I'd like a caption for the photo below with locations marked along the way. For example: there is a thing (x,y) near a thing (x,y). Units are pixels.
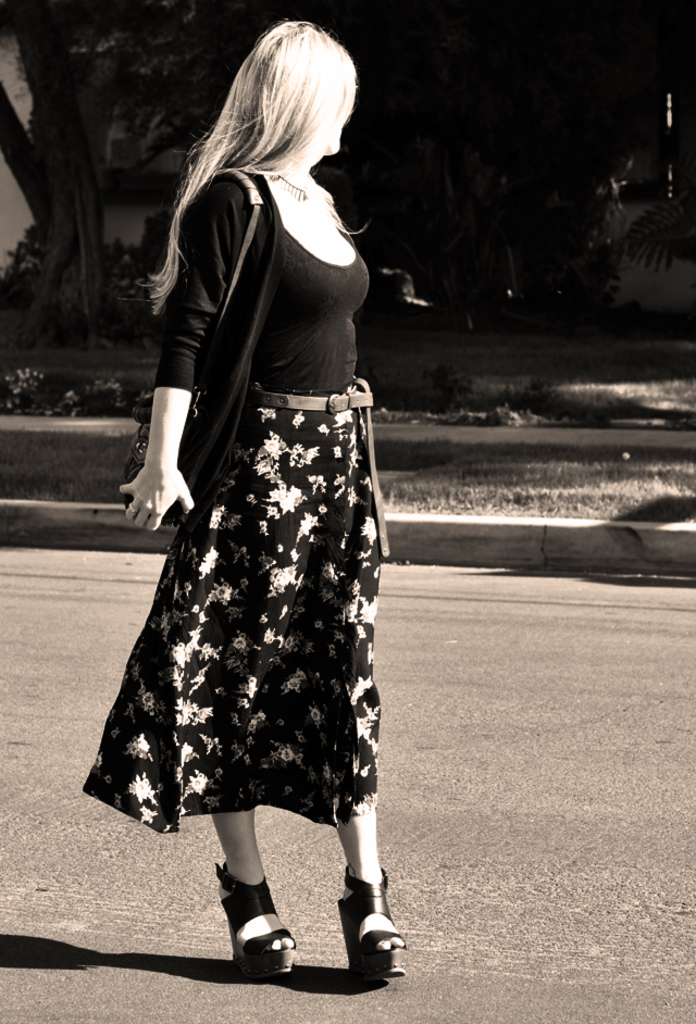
In this picture there is a woman (195,544) walking on the road (317,876) and carrying a bag (241,262). In the background of the image (568,462) we can see grass (468,480), plants (4,398) and tree (225,6).
